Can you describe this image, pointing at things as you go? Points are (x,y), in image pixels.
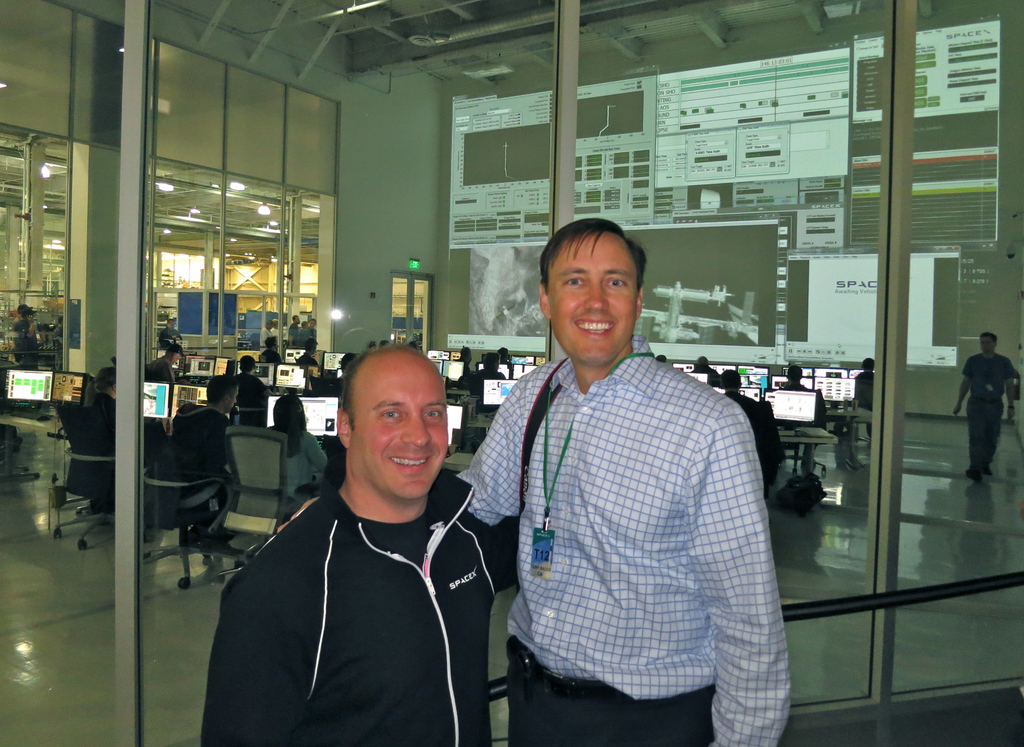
In the picture I can see people (467,483) among them some are sitting on chairs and some are standing. The people (428,433) in the front (459,483) are standing and smiling. In the background (211,371) I can see monitors (458,418) on tables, framed glass walls (817,543), lights (169,186) on the ceiling (206,195), a big screen (524,287) on the wall (644,224) and some other objects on the floor (834,540).
